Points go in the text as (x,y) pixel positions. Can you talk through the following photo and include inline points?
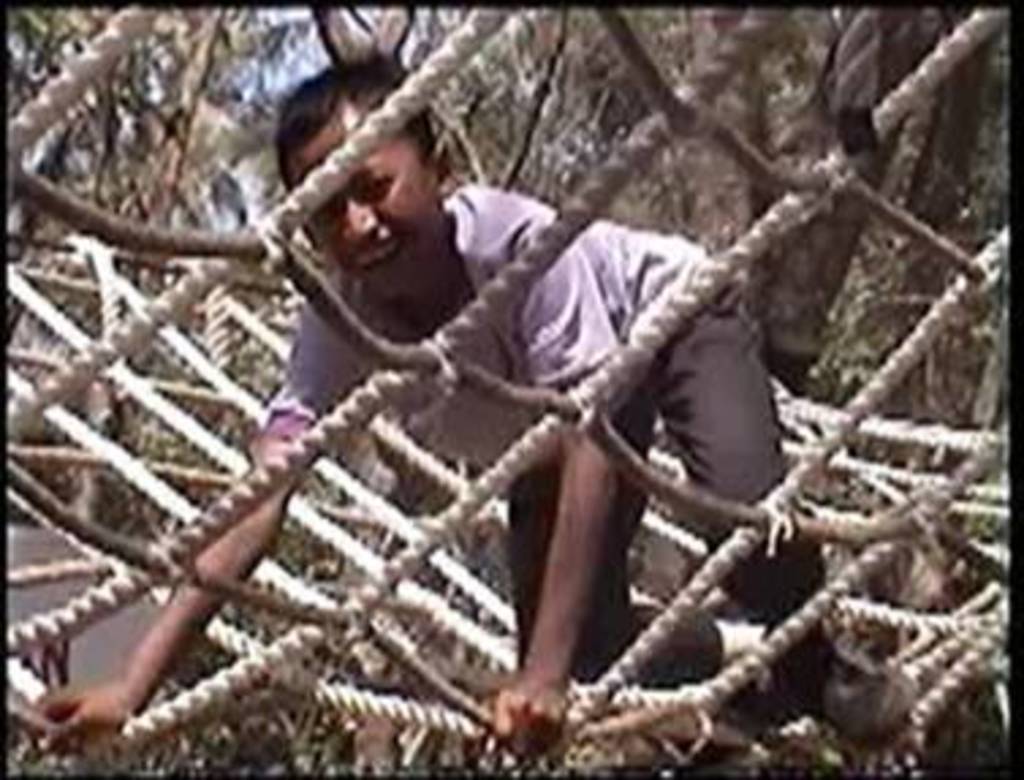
A person (378,315) is present on the net (926,518). There are trees (211,110) at the back (221,76).
